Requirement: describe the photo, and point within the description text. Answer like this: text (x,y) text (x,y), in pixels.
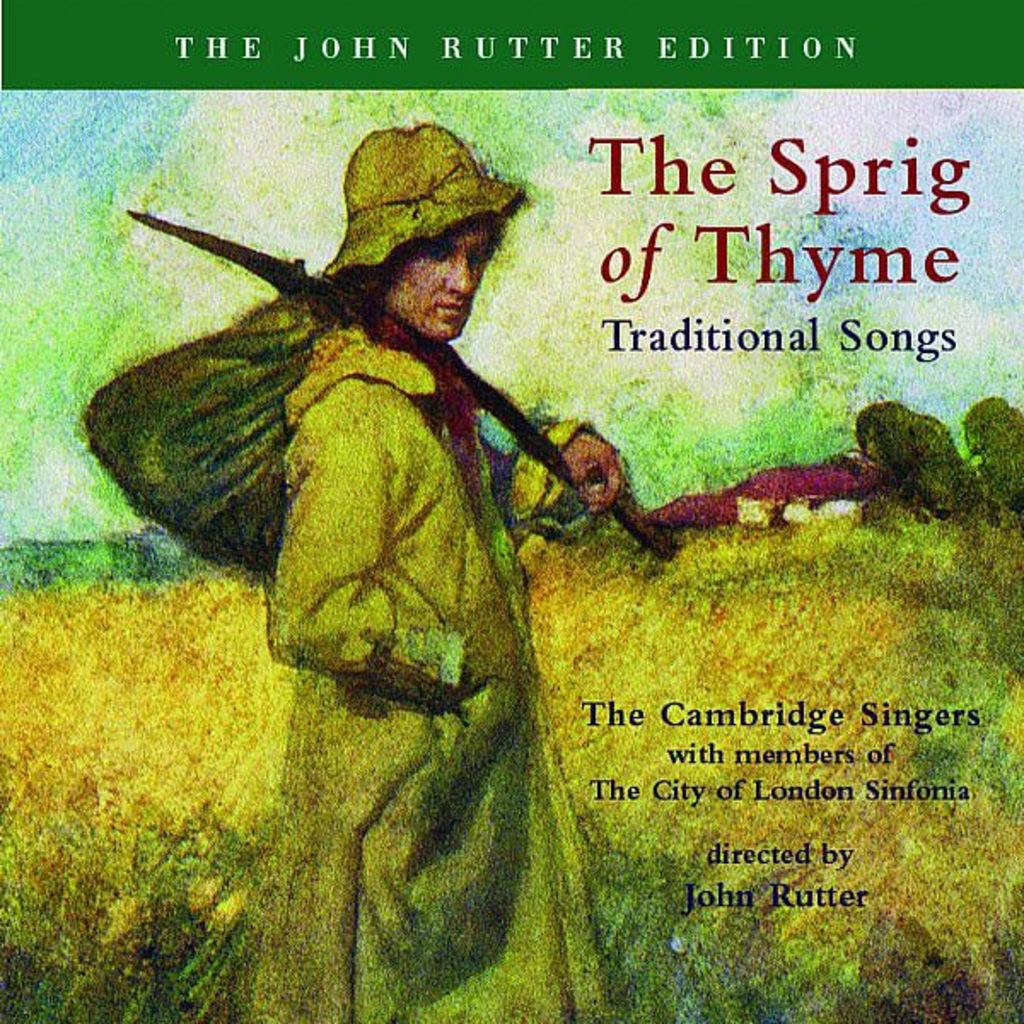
This image is of a poster (340,527), in the poster (475,220) there is a text (766,232) written and there is a person (456,717) holding a bag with a stick (516,419) standing on the surface of the grass (632,726).
